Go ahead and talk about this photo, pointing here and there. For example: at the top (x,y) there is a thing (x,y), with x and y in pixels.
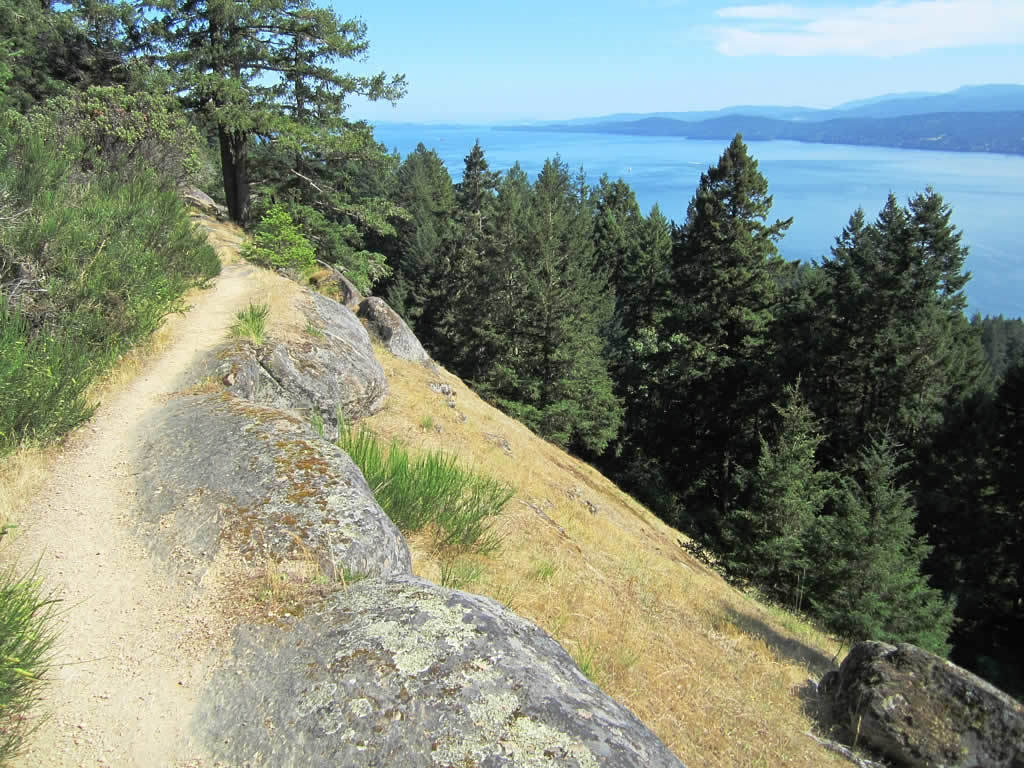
In the foreground of this image (93,670), there is the path (134,422) on the cliff (123,613). On either sides, there are trees (363,143) and grass (413,472). In middle (353,364), there are stones (358,374). In the background (705,168), there is water (821,166), mountain (927,93), sky (853,58) and the cloud (860,41).
